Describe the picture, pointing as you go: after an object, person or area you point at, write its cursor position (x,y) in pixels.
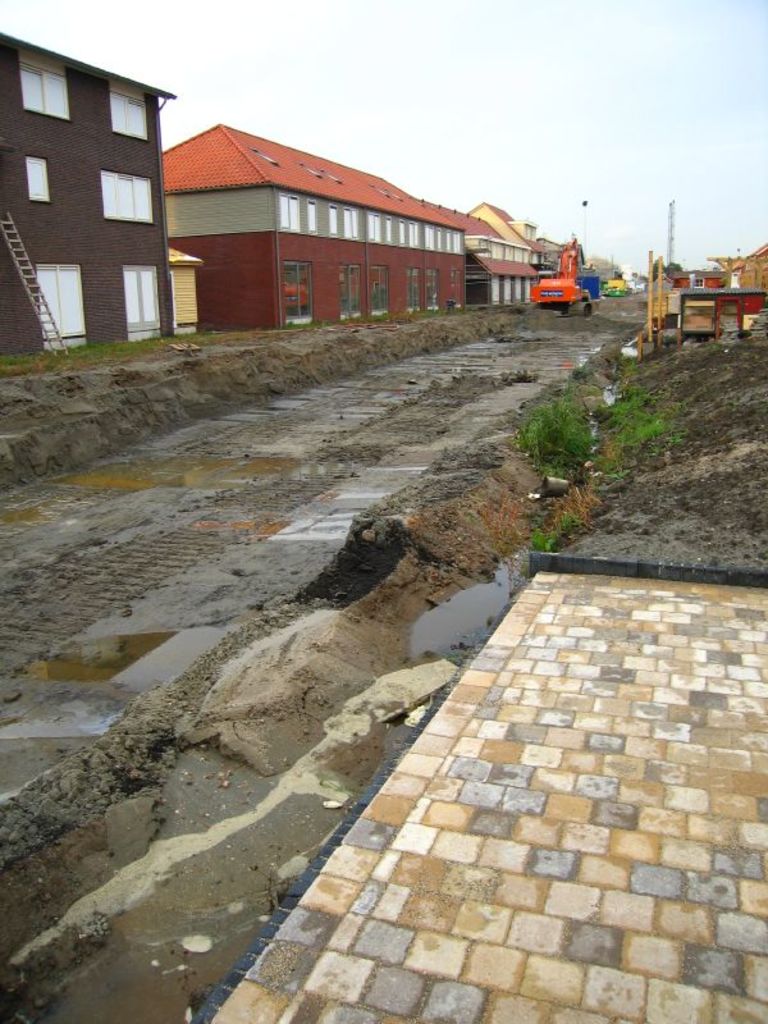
In this picture we can see water (430,627) and soil (219,404) in the front (167,446), on the right side (570,513) there is grass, we can see a crane (586,306) in the middle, on the left side (158,245) there are some buildings (239,229) and a ladder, we can see the sky (565,74) at the top of the picture (516,83).
